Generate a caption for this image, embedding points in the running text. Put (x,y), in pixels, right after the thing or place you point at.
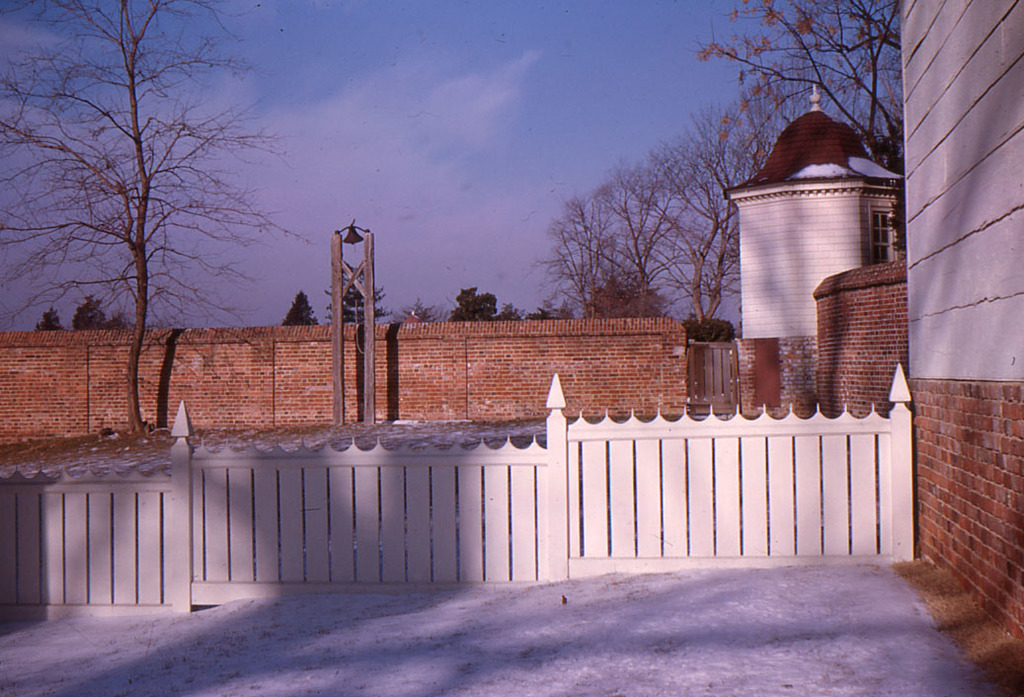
There is a boundary (235,533) in the foreground area of the image (870,466) and there is a wall (906,161) on the right side (943,239), there is a bell (353,238) between two pillars (335,249), it seems to be there is a dome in the image and there are trees (32,136) and sky (321,216) in the background area (443,107).
